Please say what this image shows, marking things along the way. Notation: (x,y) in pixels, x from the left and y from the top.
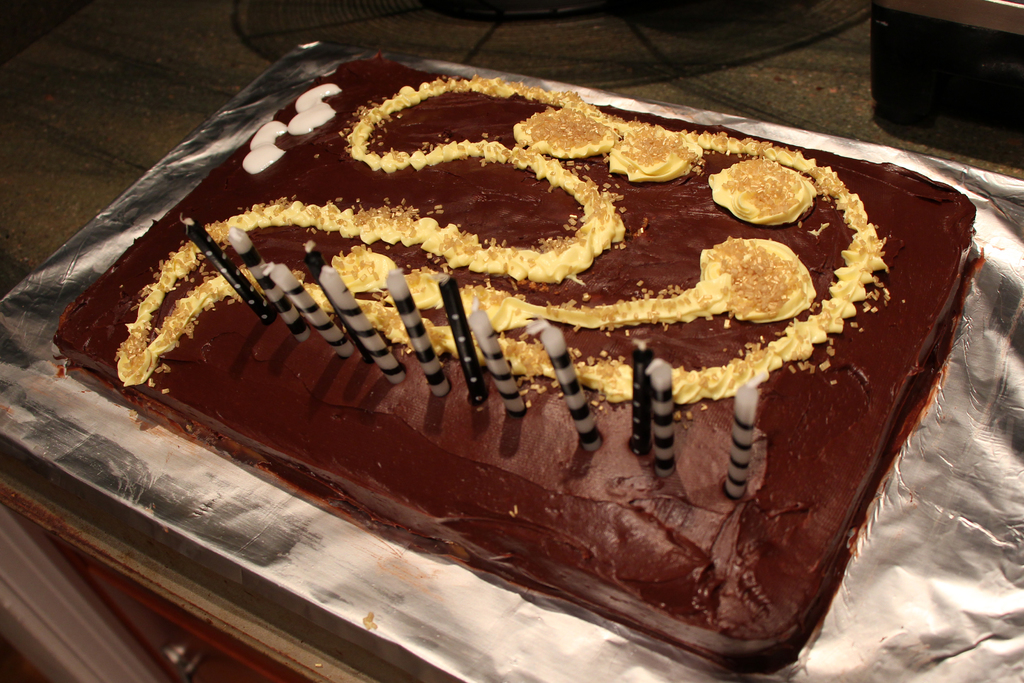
In this image we can see a group of candles (460,349) on a cake (545,273) placed on the foil (223,151). In the background (1021,150), we can see a table (1010,172).
